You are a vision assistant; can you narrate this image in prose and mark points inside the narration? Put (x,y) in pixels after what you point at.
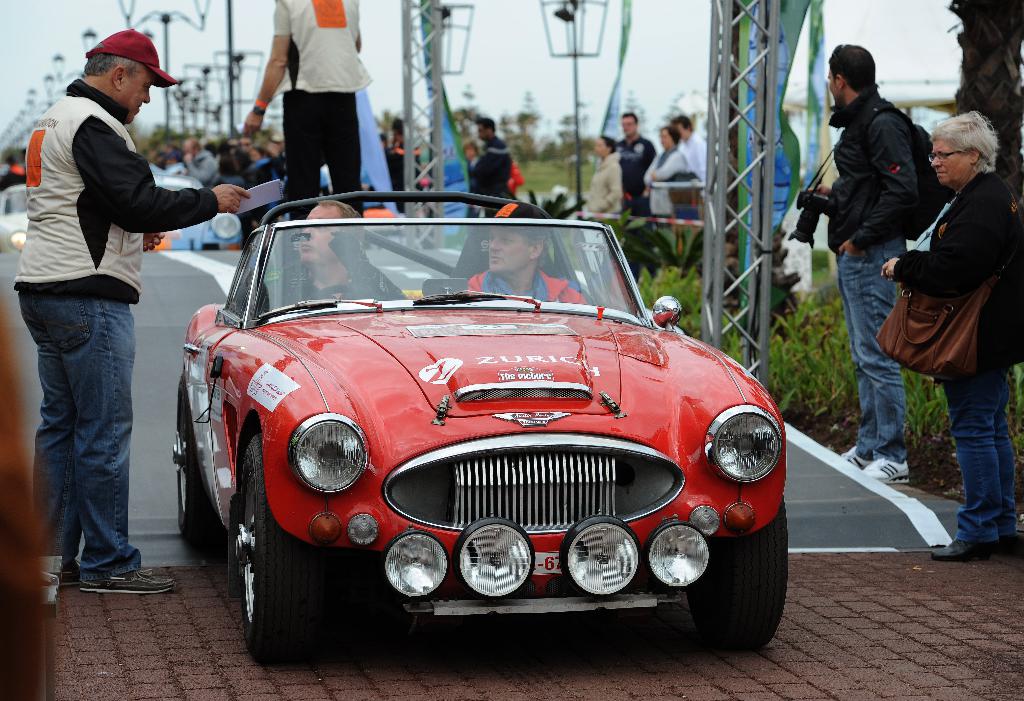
In this picture two people (331,264) are sitting inside a red car (445,305) and a guy (114,376) is giving a document (242,208) to them. To the right side of the image (873,313) we observe two people (974,191) standing and in the background (344,35) there are many lights (546,17) and few people (226,163) standing near the road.
